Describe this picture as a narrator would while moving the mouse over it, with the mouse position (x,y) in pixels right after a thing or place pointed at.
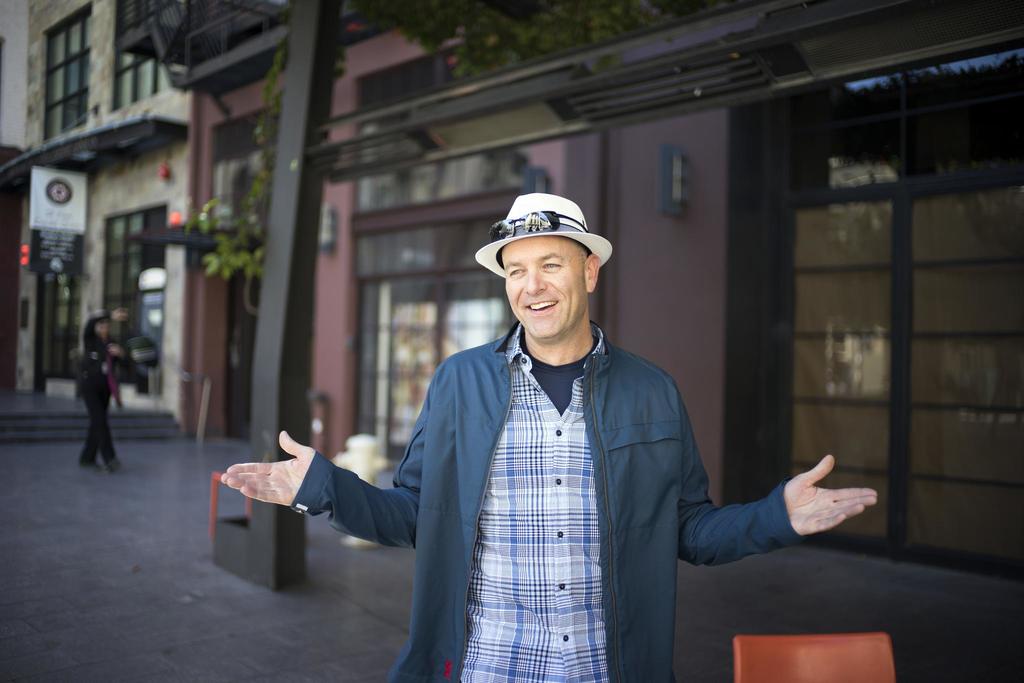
In this picture I can see there is a man (760,532) standing, he is wearing a coat (661,421), hat (519,237), glasses (543,219) and he is smiling and there is another person (122,317) on to left (100,317) and there is a building (457,266) in the backdrop (350,255). There is a chair (867,655) at right side of the image (867,655).
